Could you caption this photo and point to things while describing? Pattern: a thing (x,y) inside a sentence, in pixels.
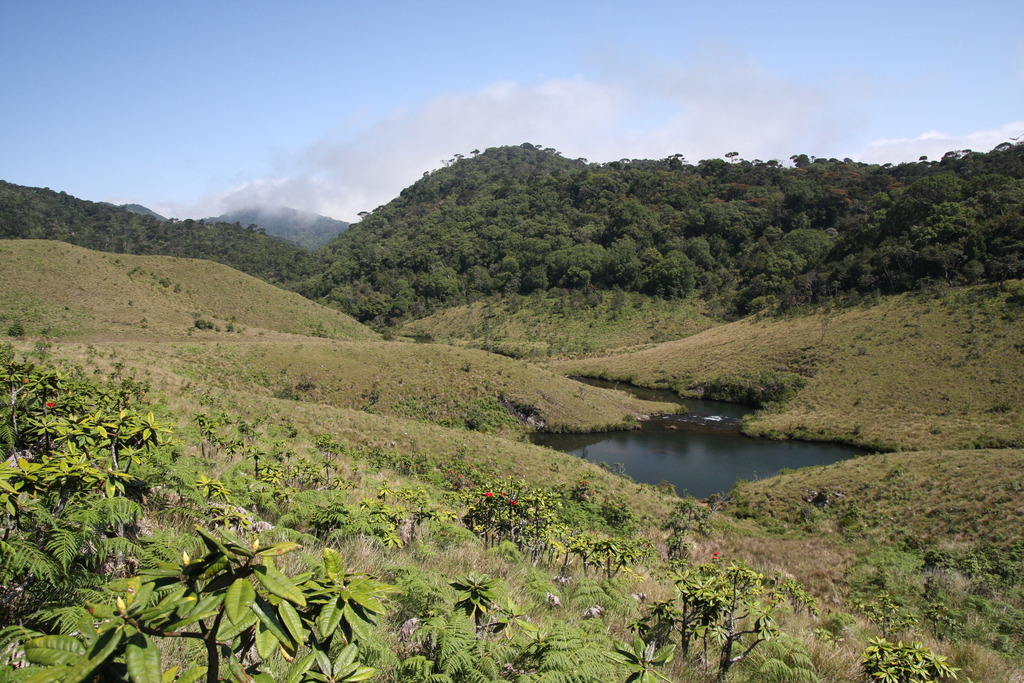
In the foreground of the picture (412,486) there are plants (664,564), shrubs (774,589) and grass (830,573). In the center of the picture (607,404) there are hills (566,385) and a water body (729,447). In the background (178,246) there are hills (266,223) and trees (348,228).
